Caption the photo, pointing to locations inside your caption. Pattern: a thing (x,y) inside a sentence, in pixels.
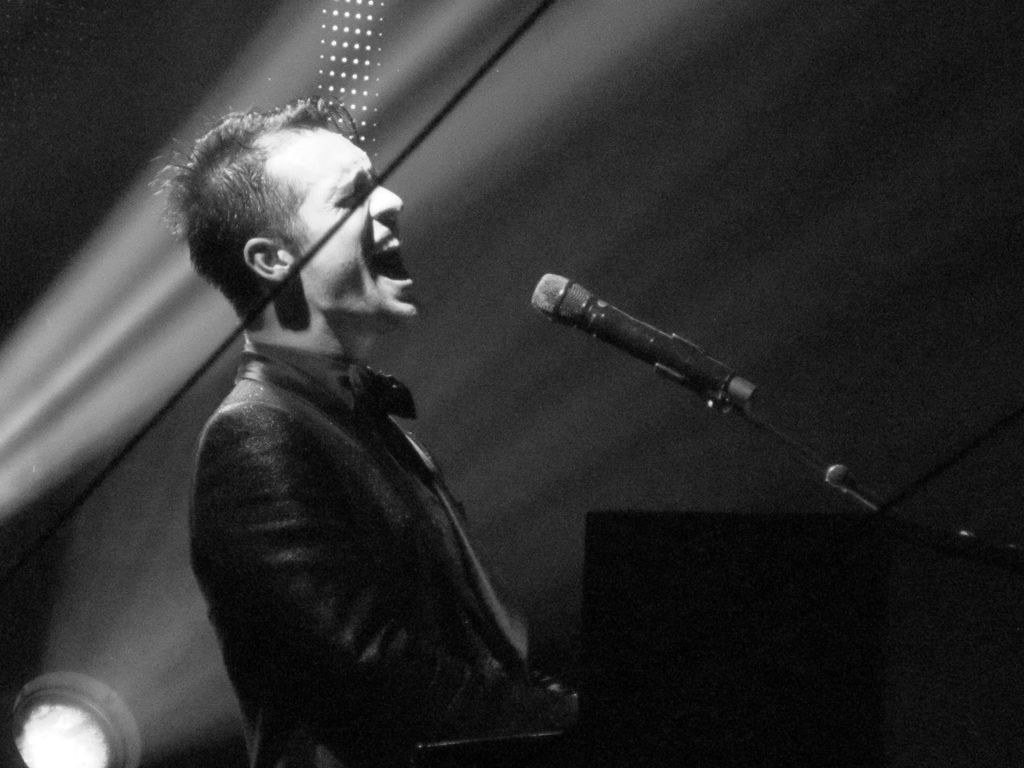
There is a man (504,710) singing, in front of this man (422,502) we can see microphone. In the background (552,250) it is dark. In the bottom left (42,767) we can see focusing light (114,765).
